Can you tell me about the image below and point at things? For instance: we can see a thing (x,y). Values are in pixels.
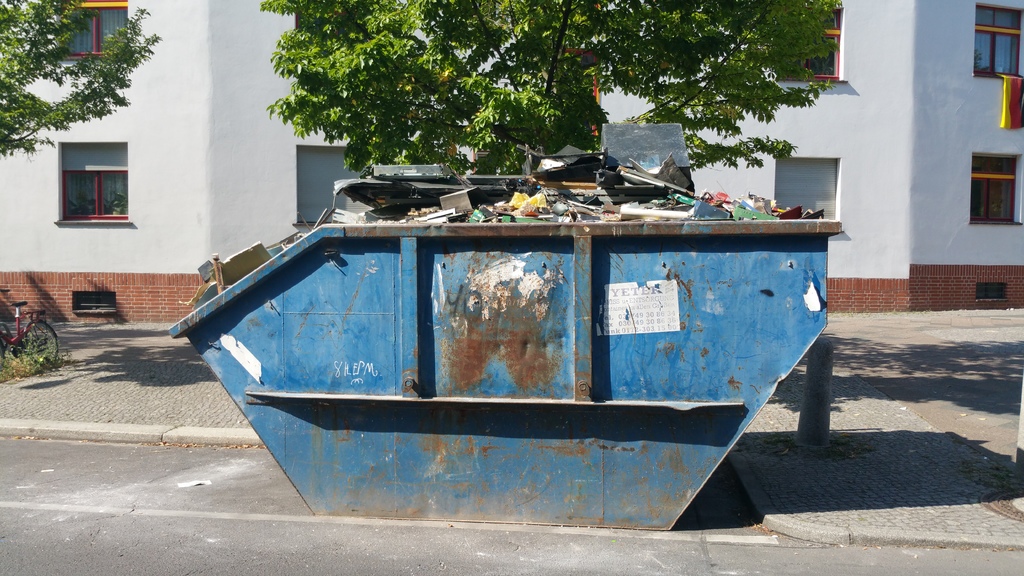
In this image there is a road (404,531) at the bottom (357,551). There is a bicycle (19,303), there is a building (49,310), there are windows (95,168), trees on the left corner (98,153). There are windows (1012,205) and there is an object (1022,392) on the right corner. There is a metal object (536,305) with scrap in the foreground (497,258). There is a tree (588,99) and a building (861,16) in the background (763,37).
